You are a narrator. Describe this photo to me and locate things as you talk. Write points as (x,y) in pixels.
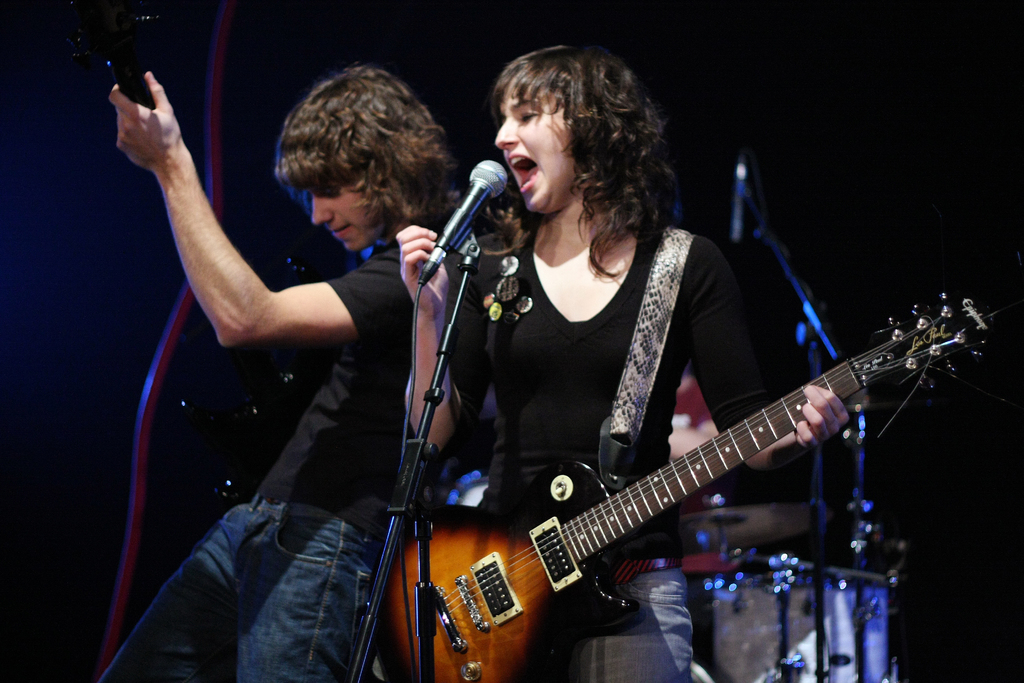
In this image we can see one girl (573,237) is singing, she is holding guitar (591,506) in her hands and she is wearing black color top (579,457) with jeans (606,648). Beside her one boy (337,395) is there who is playing guitar (266,421). He is also wearing black t-shirt (335,474) with jeans (259,610). Behind them one drum (751,595) is there.
